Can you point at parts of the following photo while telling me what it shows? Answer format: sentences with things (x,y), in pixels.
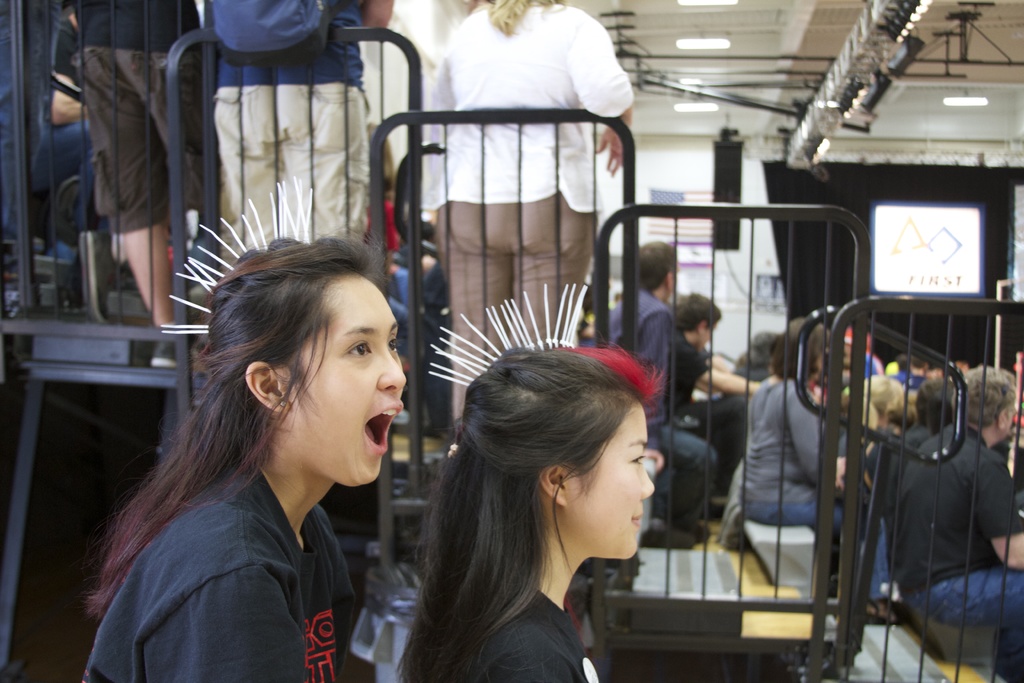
In the given image I can see a fencing (519,235), people (563,47), display (956,290), lights (850,119) and on the top (740,49) I can see a shed (668,55).
